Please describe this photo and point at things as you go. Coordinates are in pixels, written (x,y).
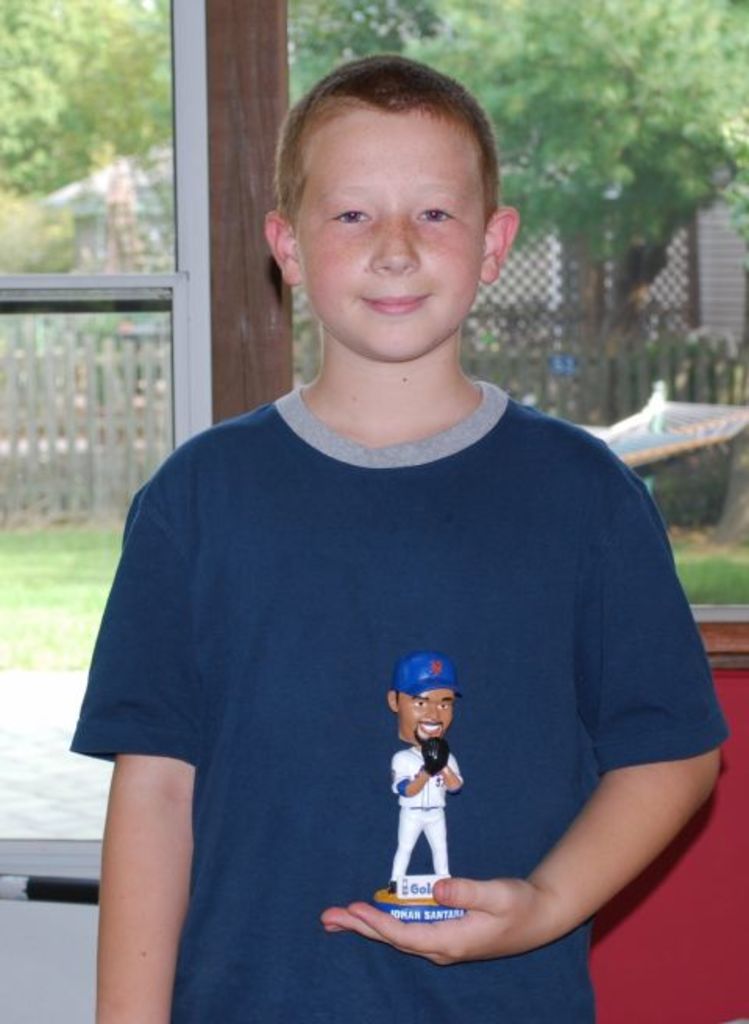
In the image there is a boy (265,766) standing and he is holding some toy (418,693) in his hand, behind the boy (302,423) there is a window (56,317) and behind the window (163,226) there is a fencing (45,372) and trees (432,20).
